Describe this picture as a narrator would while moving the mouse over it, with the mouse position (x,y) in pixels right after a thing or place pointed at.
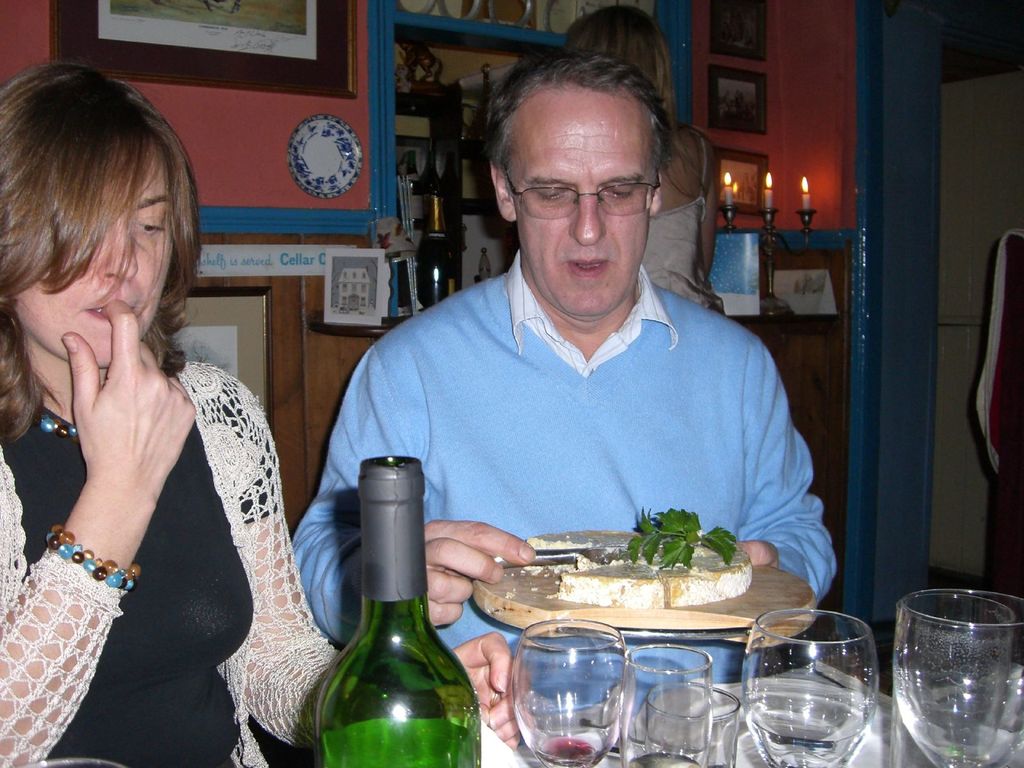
Two persons (182,432) are sitting. A man (525,407) wearing specs (644,188) is holding a tray (761,599). On the tray (733,605) there are some food items (612,563). In front of them there is a bottle (424,693) And many glasses (785,664). In the background (774,251) there is a candle (802,177) with candle stand (772,237), photo frames (753,113) on the wall (784,128), plate (349,162) and many other items (439,213) kept on the wall (231,115).
